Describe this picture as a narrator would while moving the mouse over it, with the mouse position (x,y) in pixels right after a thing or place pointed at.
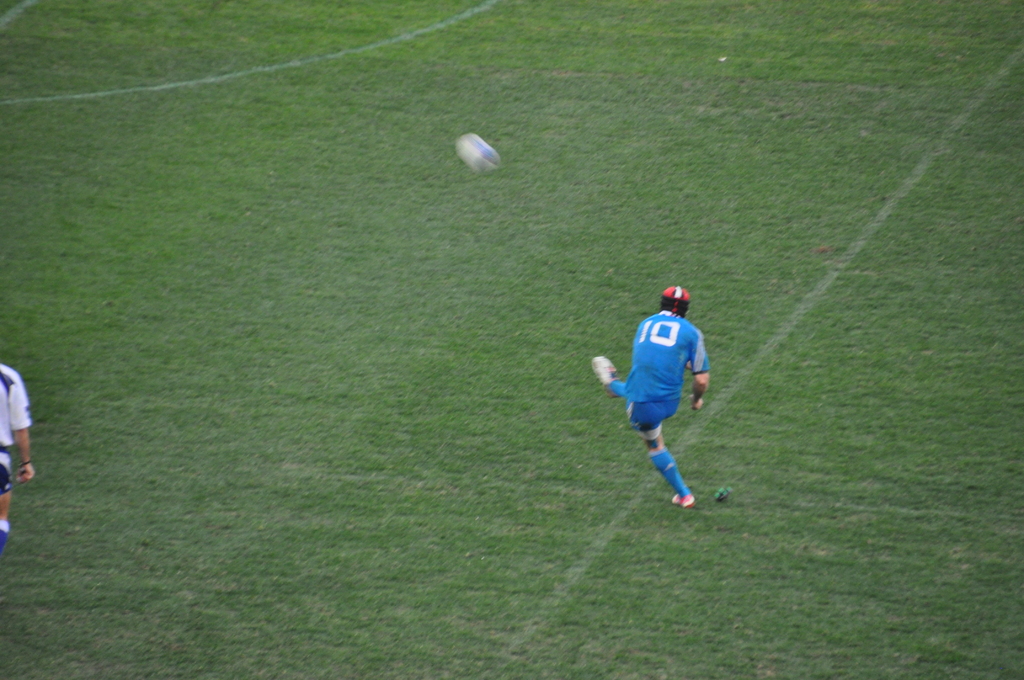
In this image, I can see two persons (647,361) on the ground (412,425). There is a ball (490,167).
